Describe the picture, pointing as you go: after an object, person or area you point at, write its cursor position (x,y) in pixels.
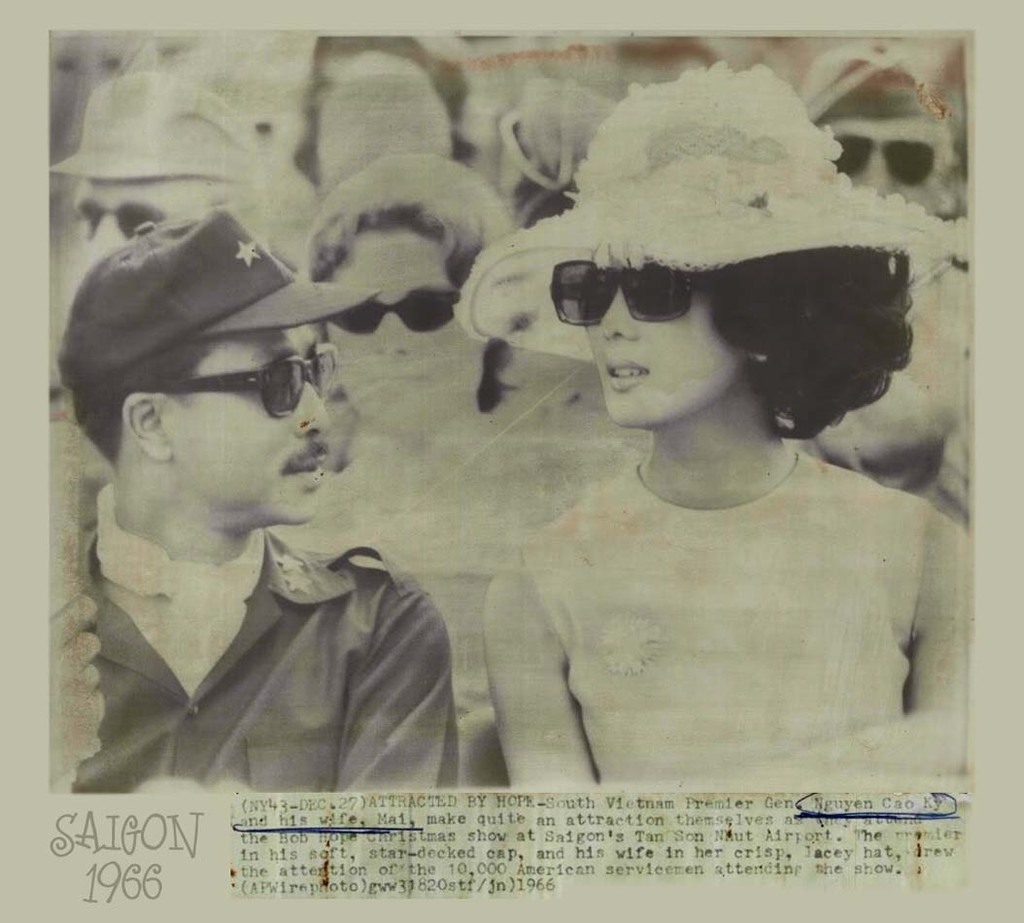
In this image, we can see an article (667,791). Here we can see a black and white picture (423,565). In this picture (499,466), we can see few people (685,641).
